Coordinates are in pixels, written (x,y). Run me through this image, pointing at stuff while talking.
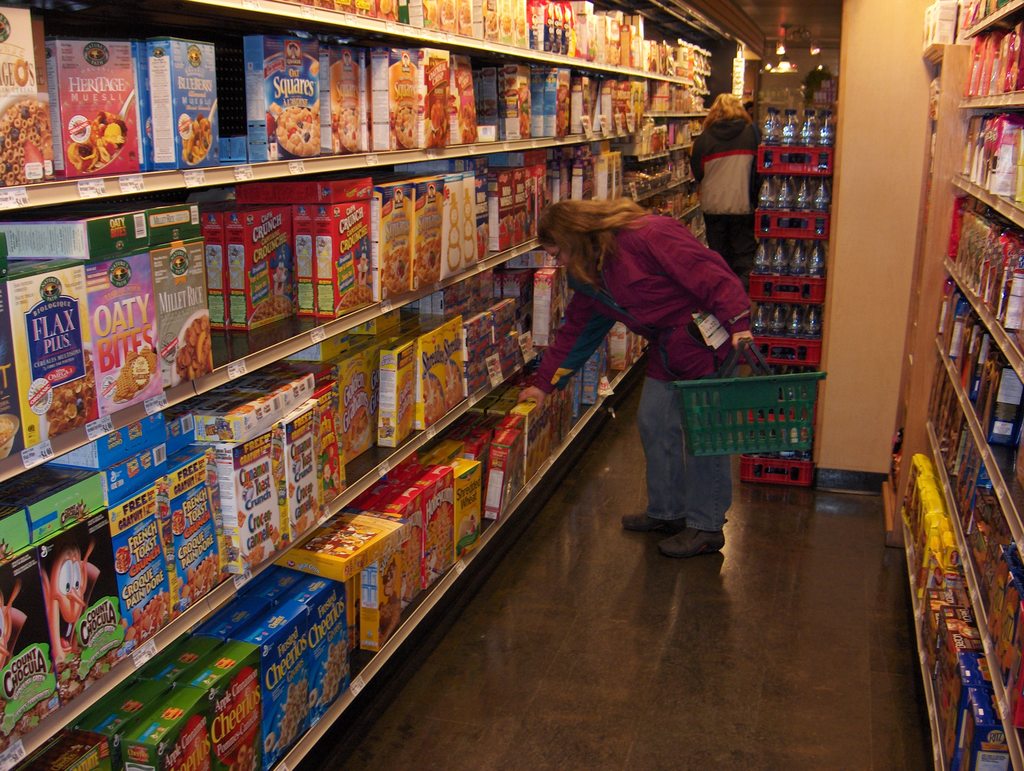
The image is taken in the store (877,580). In the center of the image (630,289) there is a lady (634,271) standing and holding a basket (806,436) and there are goods (468,452) placed in the shelves (1002,687). In the background (814,194) there are racks (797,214) and we can see a person (749,159). At the top (784,64) there are lights (784,64).
